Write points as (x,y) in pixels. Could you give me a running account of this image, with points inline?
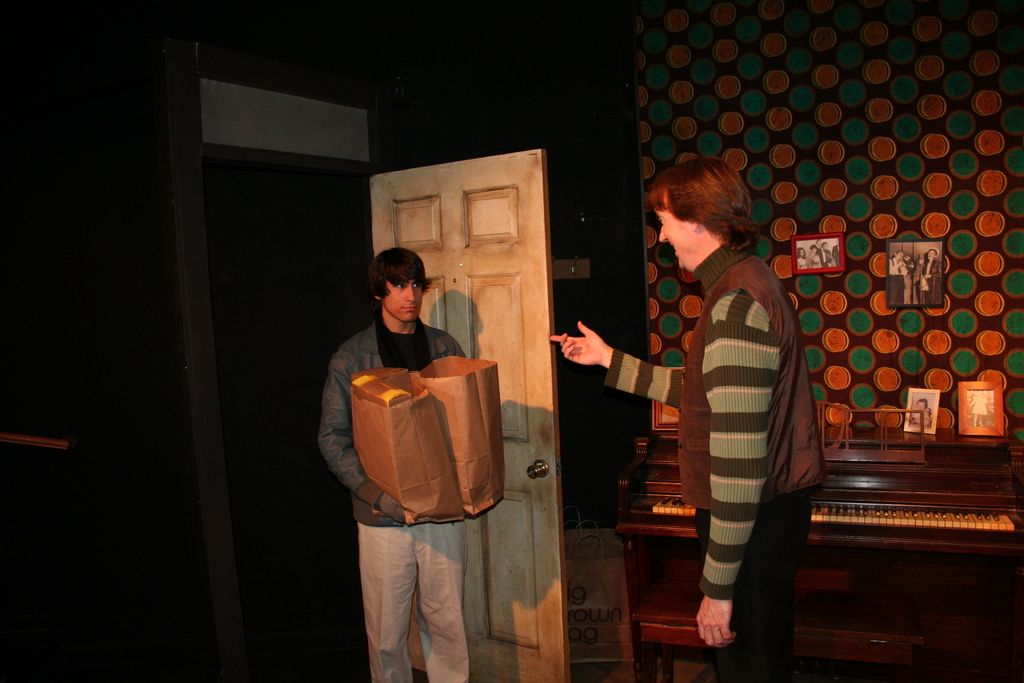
In the center of the image (376,365) there is a person (331,393) standing with bags (409,444) at the door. On the right side of the image (712,632) there is a person (708,489) standing on the floor (691,662). On the right side (867,517) we can see piano (880,517), photo frames (892,297) and wall (919,372). In the background (794,177) there is a wall (445,108) and door (525,187).
